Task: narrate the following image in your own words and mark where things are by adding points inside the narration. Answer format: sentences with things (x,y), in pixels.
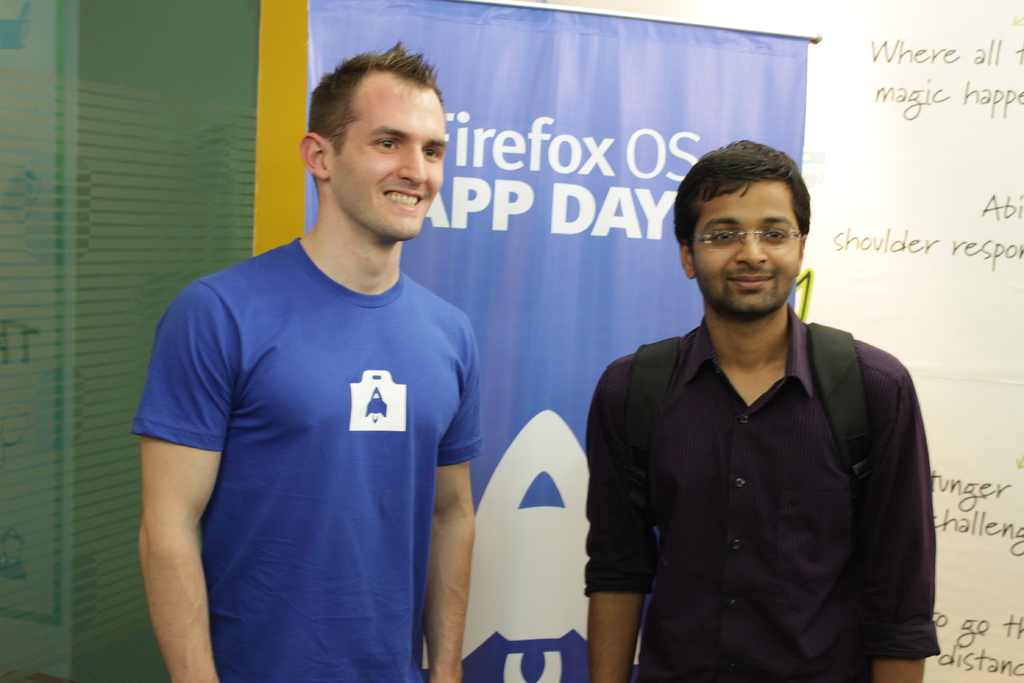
In this picture I can see two people (392,298) with a smile. I can see the banner (571,98) in the background (590,102). I can see the glass wall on the left side (47,589).
